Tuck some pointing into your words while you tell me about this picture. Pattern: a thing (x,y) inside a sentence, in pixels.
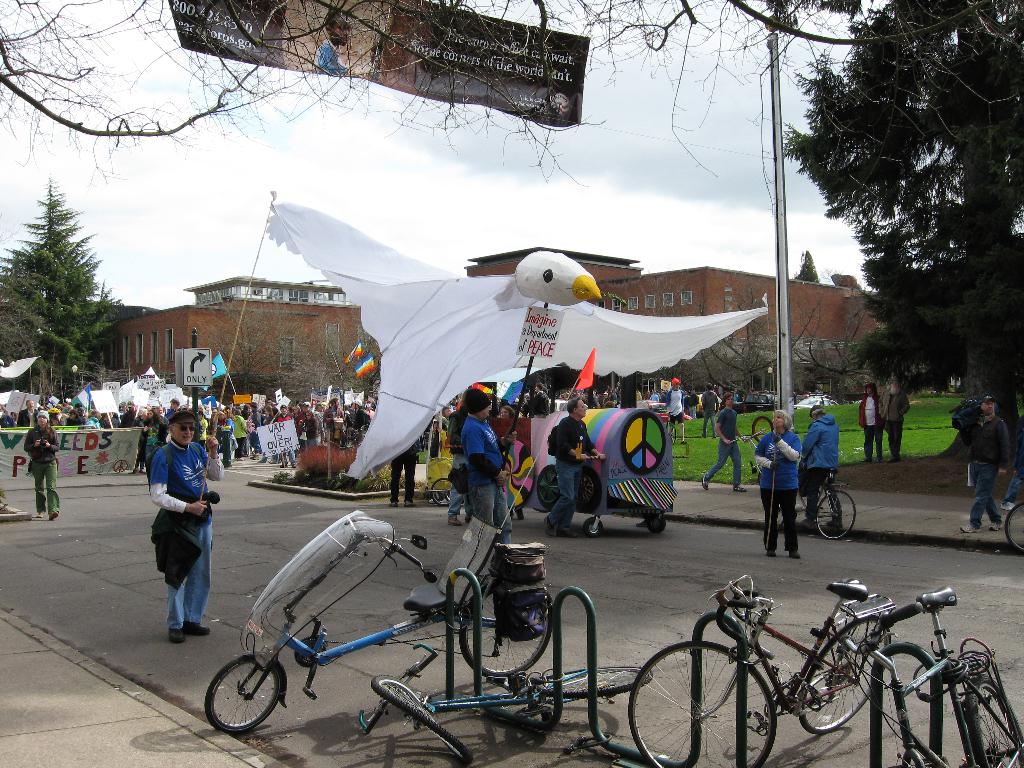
In the background (632,207) we can see the sky (536,193), buildings (224,298), trees (15,283). In this picture we can see the people (449,411), it seems like they are protesting. We can see the flags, boards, bicycles (999,727), vehicles (647,432), poles (784,356), green grass (862,445), road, trees (933,282), banner (564,60). We can see the people (767,496) holding the ropes (769,351) of a banner (347,258) and the banner (657,327) looks like the depiction of a bird (354,269).
